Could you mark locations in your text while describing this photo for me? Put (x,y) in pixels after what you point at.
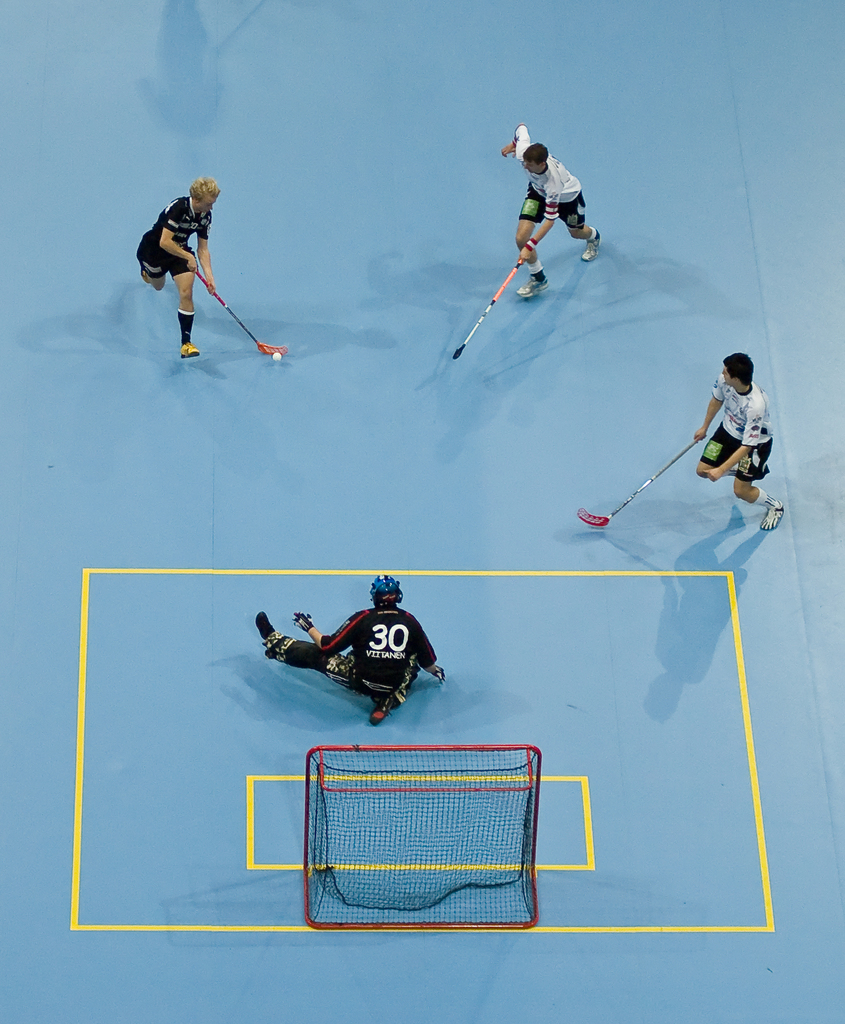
In this image there are few persons (192,322) playing hockey. Three persons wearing sports dress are holding hockey sticks (489,306) in their hands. Left side person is hitting the ball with the hockey stick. Bottom of the image (379,759) there is a net (371,759), behind there is a person (411,663) sitting on the floor (510,708).
